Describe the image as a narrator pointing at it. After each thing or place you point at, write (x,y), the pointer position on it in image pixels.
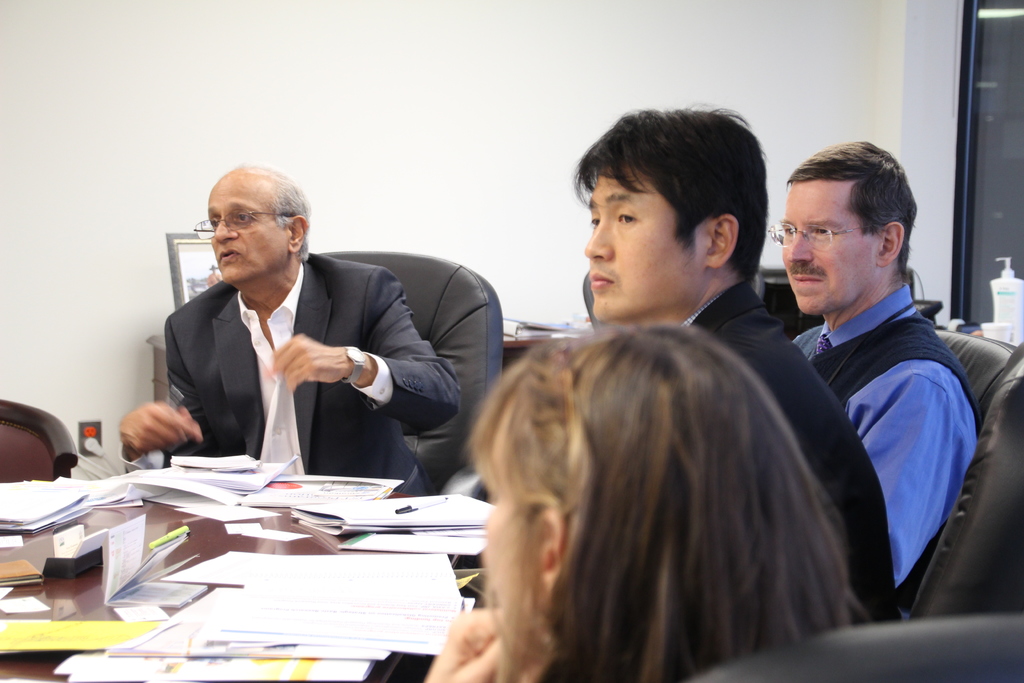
In this picture we can see people (814,503) sitting on chairs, here we can see a table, pages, files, pens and in the background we can see a wall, photo frame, lotion bottle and some objects (966,154).
